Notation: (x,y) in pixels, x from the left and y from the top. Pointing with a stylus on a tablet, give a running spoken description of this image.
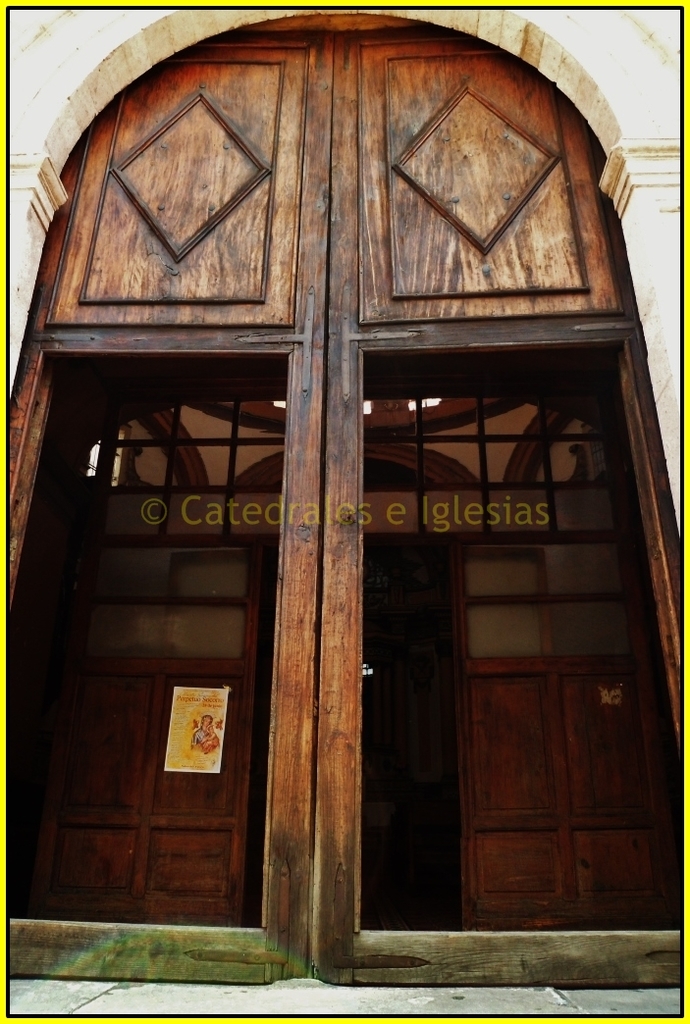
In the image there is an arch (678,228) with doors (136,732). There are doors (154,752) made of glass (155,582) and wood (202,674). On the glasses (173,638) there is a reflection (210,425) of the doors (161,501) and windows (473,464). And also there is a poster (188,712) on the glass door (245,497).
